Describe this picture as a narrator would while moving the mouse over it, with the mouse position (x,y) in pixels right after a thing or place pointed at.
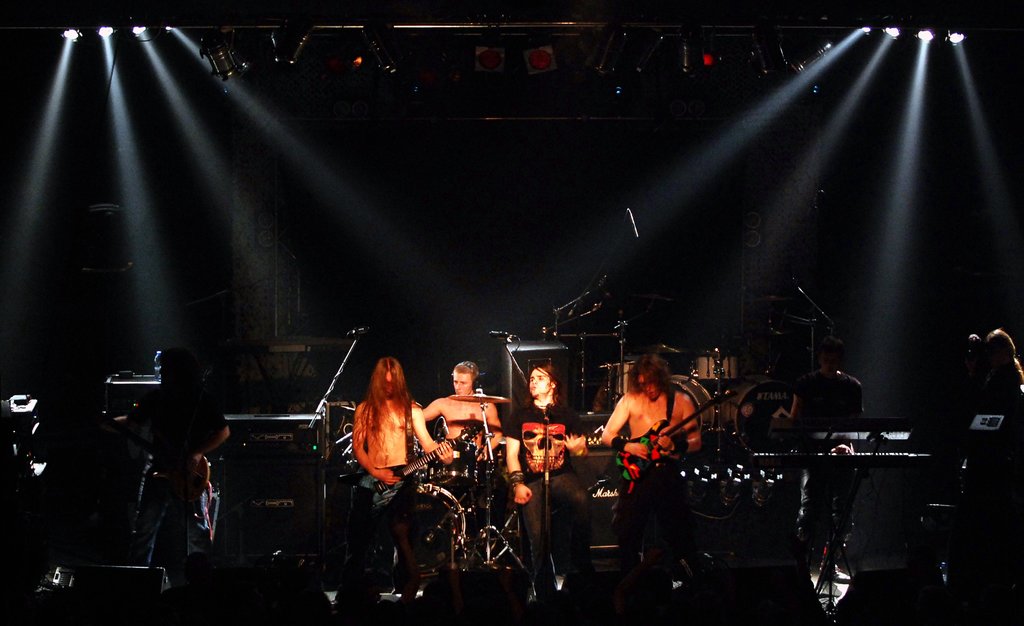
There are many persons (490,408) standing. On the right side (692,447) a person (639,431) is holding guitar (652,451) and playing. In the middle (543,415) there is a mic stand (548,442). He is singing. And in the back (471,420) there is a person (459,418) playing drums (456,464). And in the left corner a person (406,457) is playing guitar (408,472). And there are lights (99,32) in the ceiling (125,36).
